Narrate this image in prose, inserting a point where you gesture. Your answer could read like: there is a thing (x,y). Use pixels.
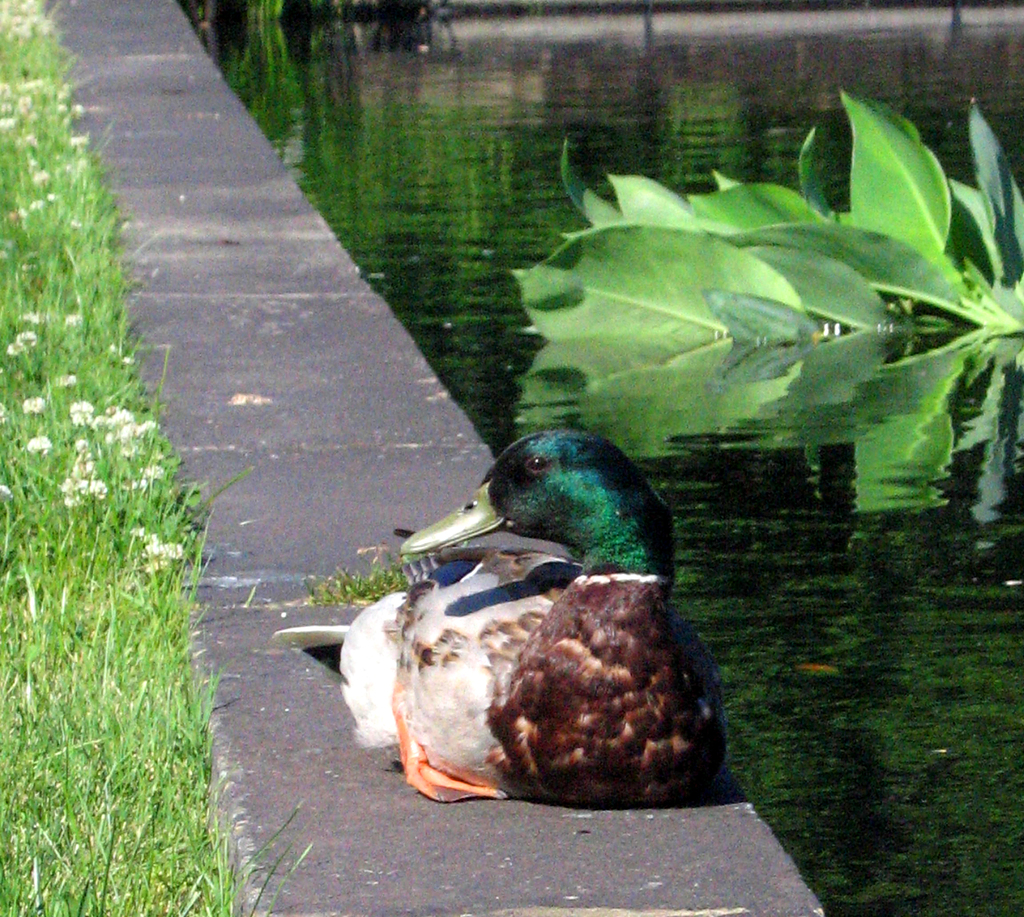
This picture is clicked outside. In the center (644,601) we can see a bird (437,657) seems to be the duck (585,667) sitting on the ground (698,813). On the right (749,557) we can see a water body (966,433) and a plant (872,275) in the water body (572,145). On the left (52,76) we can see the grass (63,434) and the flowers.
